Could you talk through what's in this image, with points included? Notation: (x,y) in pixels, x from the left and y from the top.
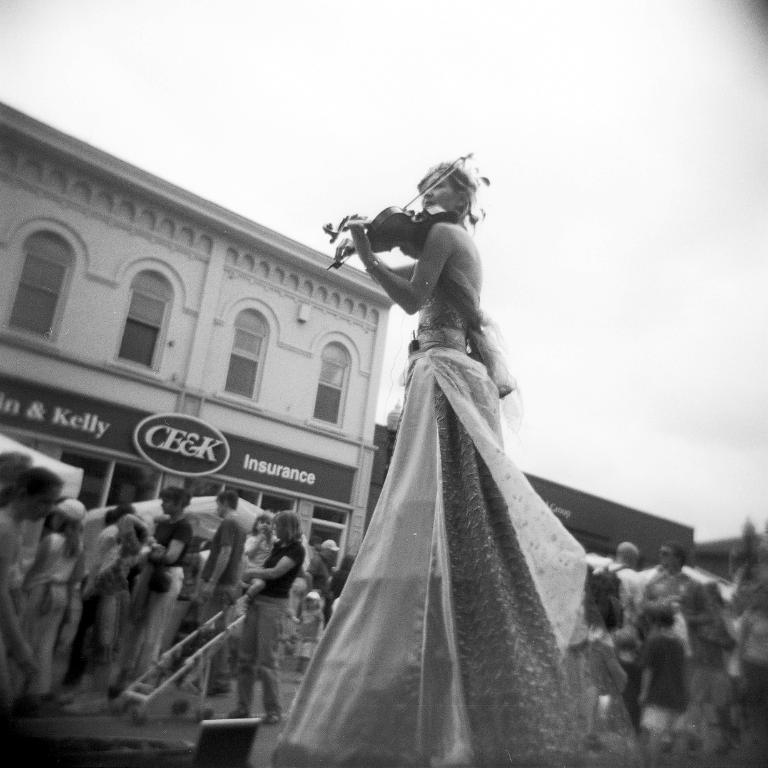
This is the picture on the road (232,705). There are group of people (254,609) on the road (175,719). There is a person (438,357) standing in the front (446,523) and she is playing violin (403,244). At the back (384,313) there is a building (208,317), at the top (354,126) there is a sky (425,170). at the bottom (127,710) there is a road (135,723).
